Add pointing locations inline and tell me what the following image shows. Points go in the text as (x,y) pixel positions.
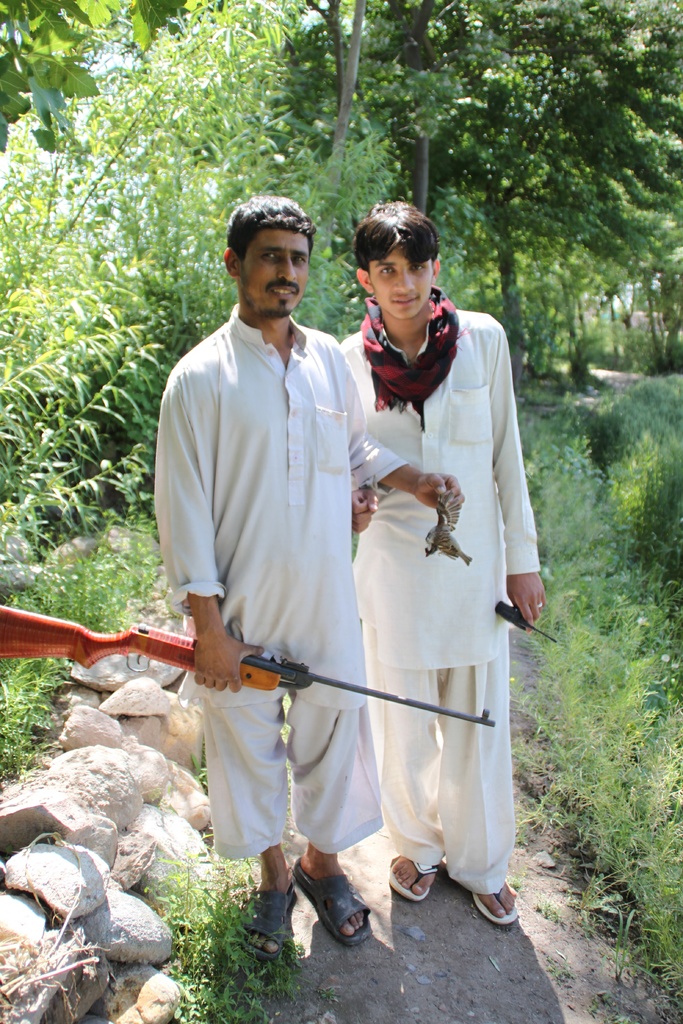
In this image we can see two persons (353,711) standing and holding the objects (448,527), there are some stones (125,837), grass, plants (350,198) and trees (465,155), also we can see the sky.
